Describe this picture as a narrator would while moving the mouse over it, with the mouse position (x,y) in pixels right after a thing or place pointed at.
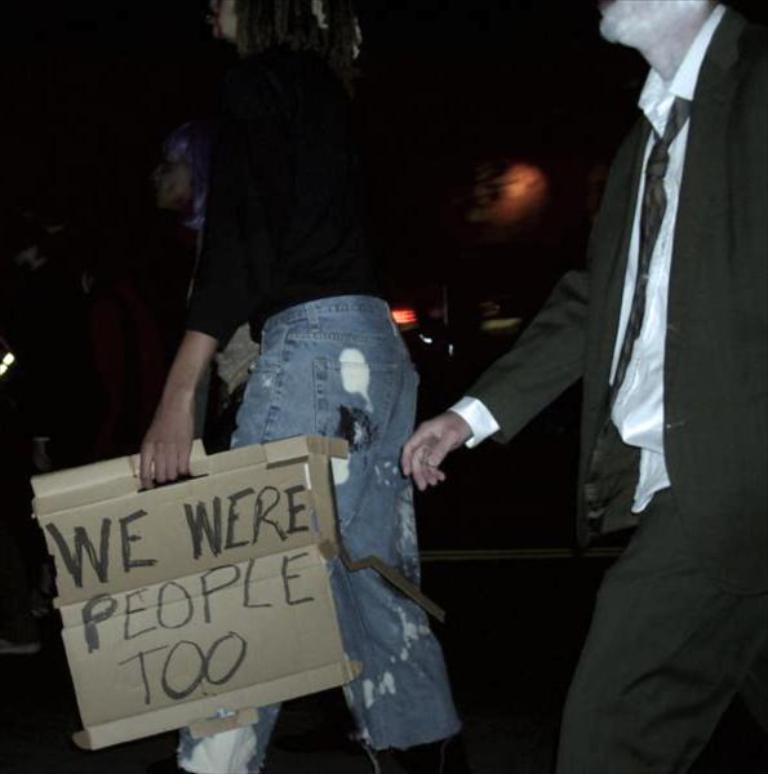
In this image I can see few people (397,355) with different color dresses (339,329). I can see one person (369,291) holding the cardboard paper (145,561) and I can see something is written on it. I can see the lights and there is a black background (450,188).
